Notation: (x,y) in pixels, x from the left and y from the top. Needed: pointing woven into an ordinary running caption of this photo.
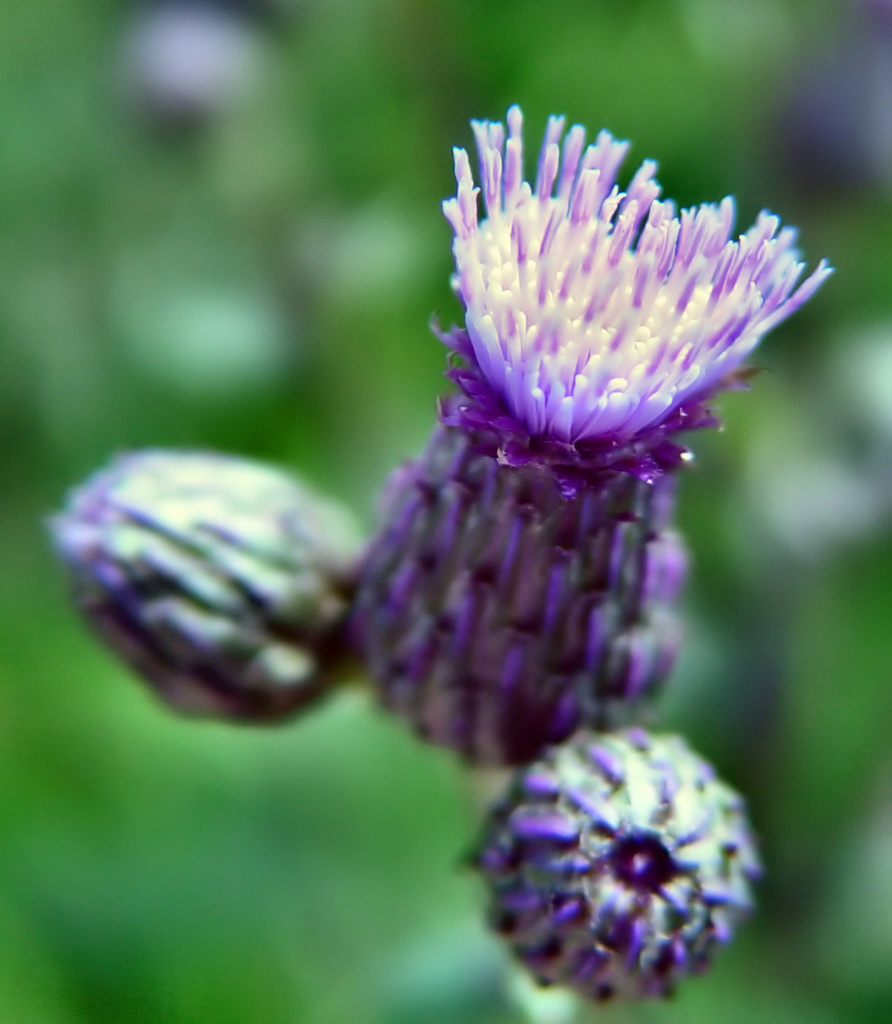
In this image, we can see a flower (638,264) and flower buds (224,558). Background (784,971) we can see a blur view. Here we can see greenery (436,414).
